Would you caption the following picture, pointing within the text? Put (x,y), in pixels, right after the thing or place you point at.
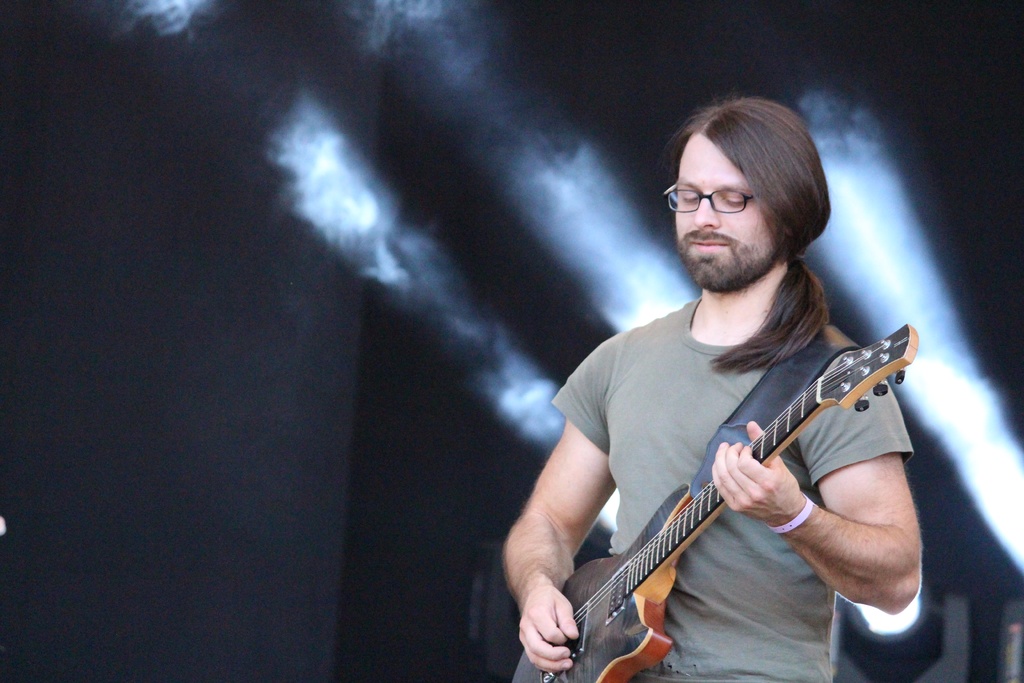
This person (565,458) standing and holding guitar (684,506). On the background (974,461) we can see focusing lights (910,644).
